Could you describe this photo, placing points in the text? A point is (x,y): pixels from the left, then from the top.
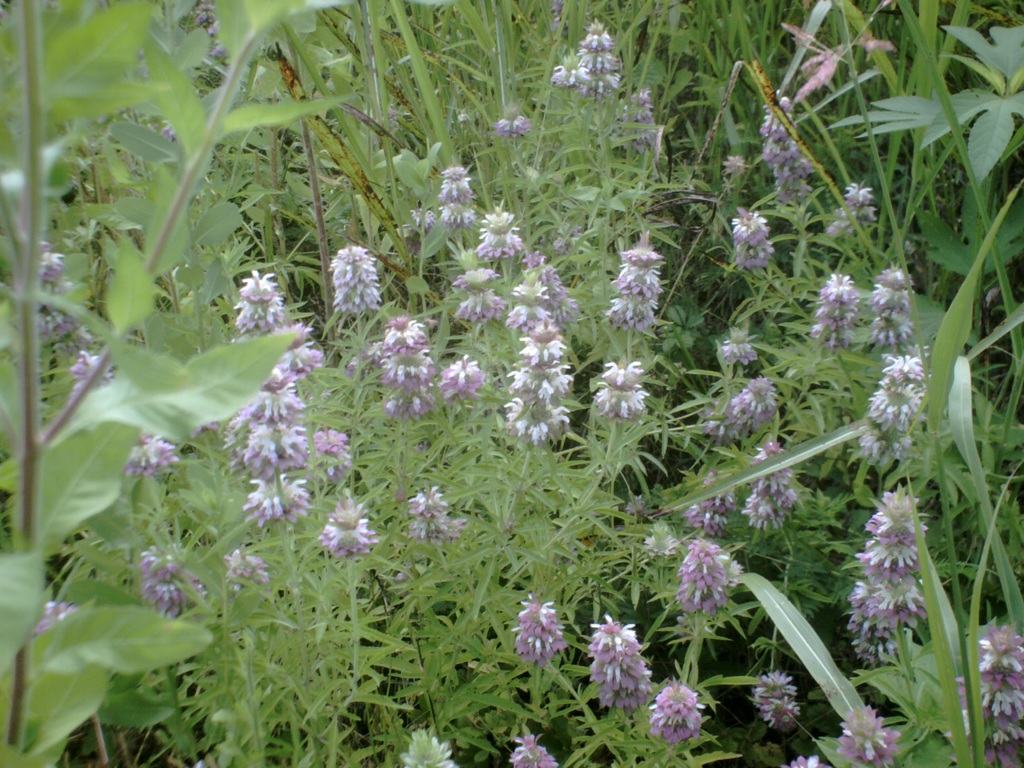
Here we can see plants (526,400) on the ground (123,755) with flowers (165,603).
